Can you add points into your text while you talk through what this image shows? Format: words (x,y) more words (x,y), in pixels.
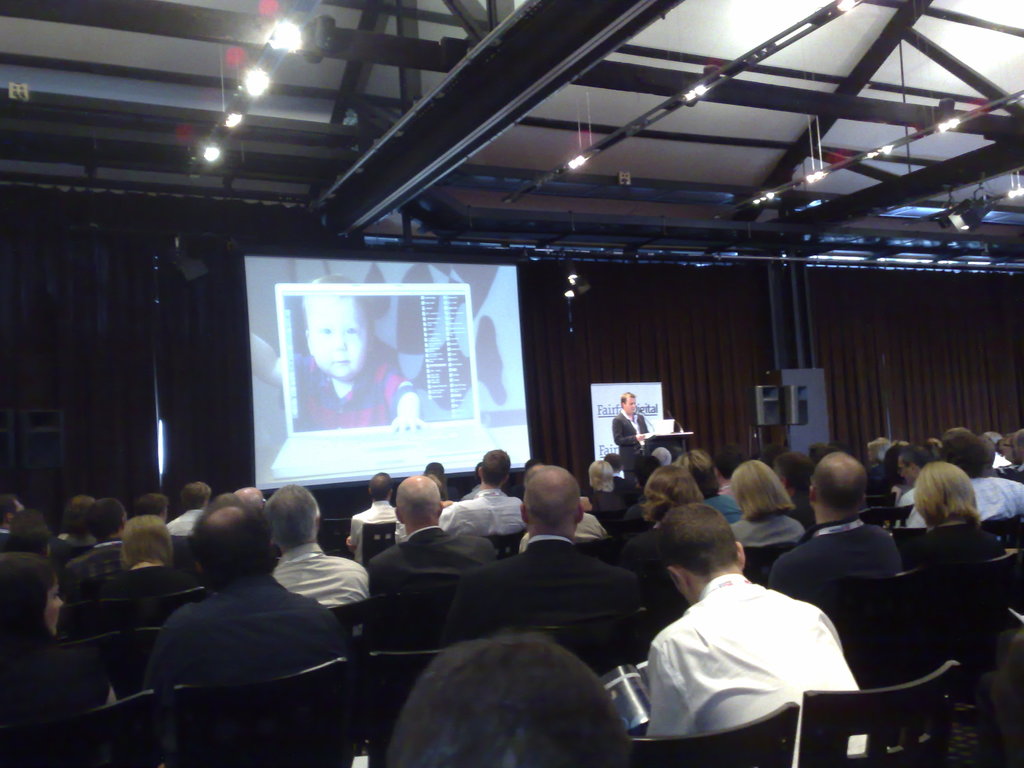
In this picture there are few persons (549,596) sitting in chairs (499,634) and there are few lights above them and there is a person (636,443) standing and speaking in front of a mic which is placed on a stand (656,435) in front of him and there is a projected image (364,340) in the background (369,362).
